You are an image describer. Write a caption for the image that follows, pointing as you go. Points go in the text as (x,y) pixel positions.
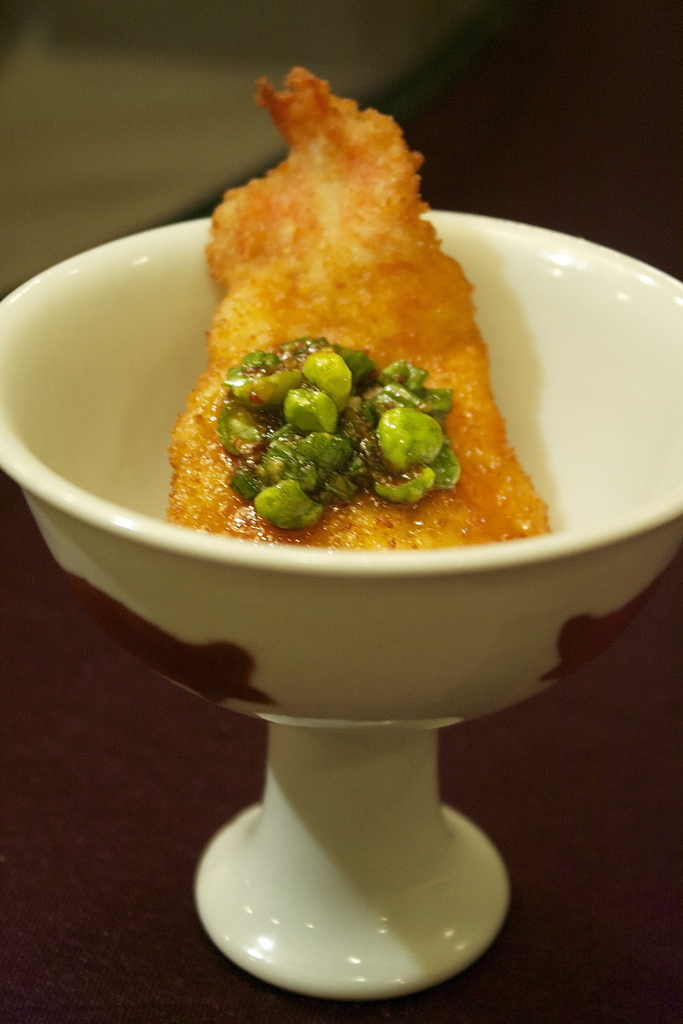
In this picture we can see some eatable item (339,377) placed in a bowl (600,417).
